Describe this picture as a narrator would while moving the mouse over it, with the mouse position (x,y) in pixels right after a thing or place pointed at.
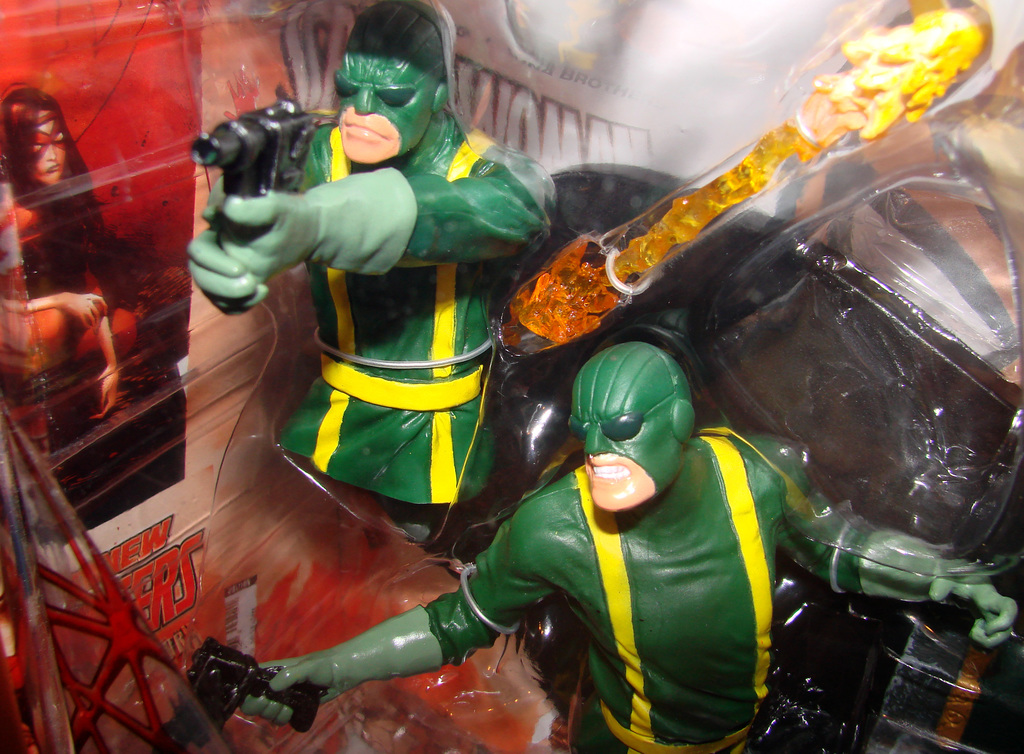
Toys (314,256) are present as we can see in the middle of this image (637,407), and there is a poster (170,373) on the left side of this image (146,374).
